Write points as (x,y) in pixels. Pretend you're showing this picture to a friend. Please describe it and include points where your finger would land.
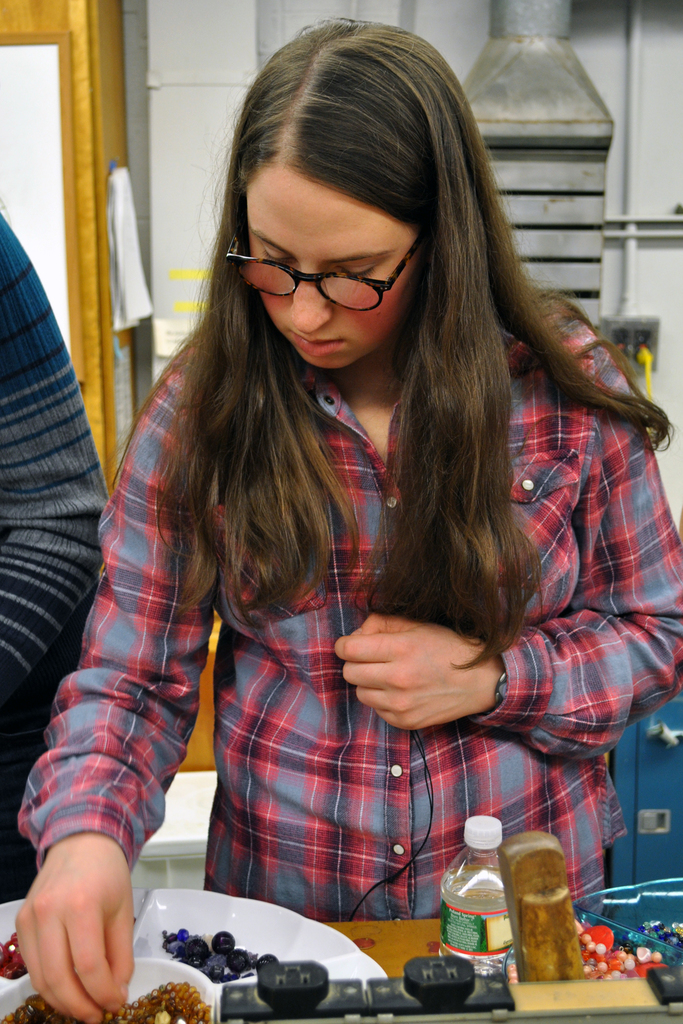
In this picture i can see a woman (406,516) and a person (45,566). The woman (338,638) is wearing spectacles (365,302) and shirt (296,675). On the table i can see bottle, white color objects (137,982) and beads (206,948). In the background (155,164) i can see wall (225,152) and other objects (97,14).
